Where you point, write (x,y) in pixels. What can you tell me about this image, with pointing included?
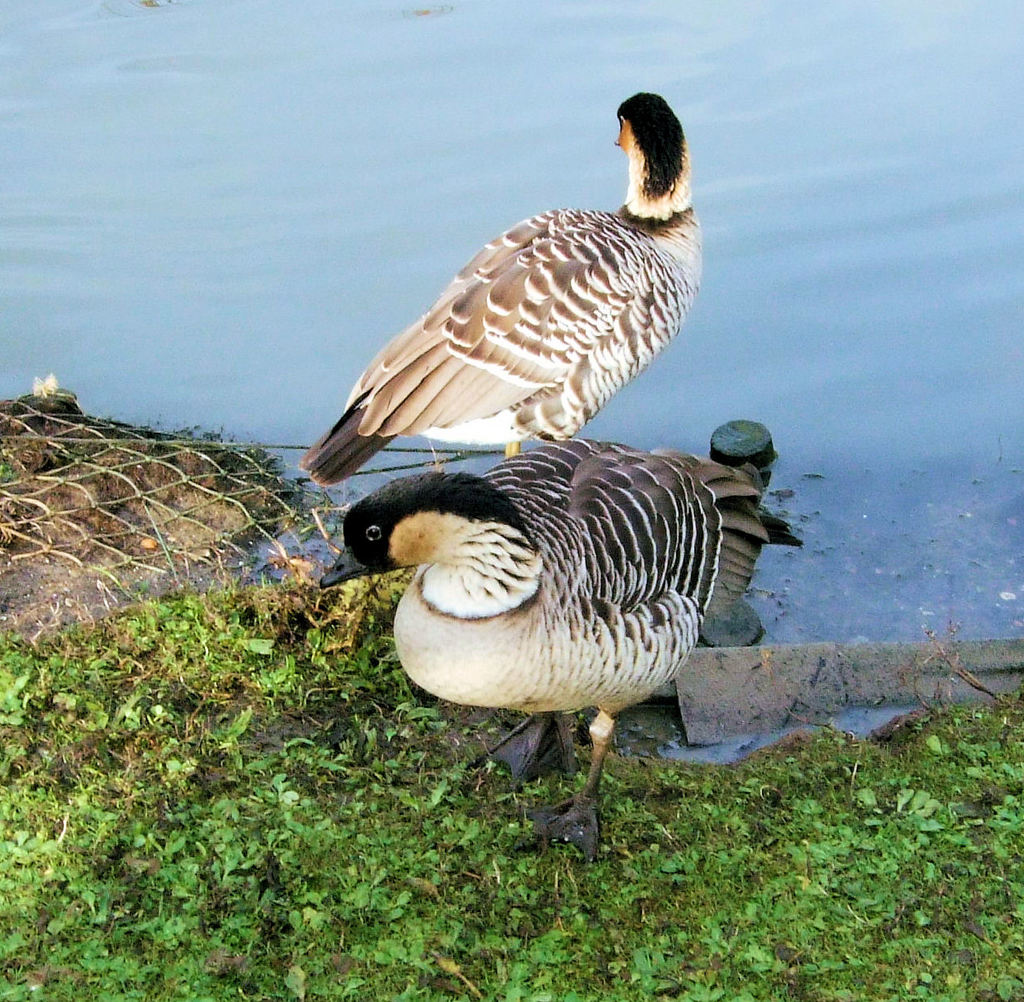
Here we can see two ducks (487,429) on the ground (230,515), net (80,488), other objects (749,433) and water (253,315).
